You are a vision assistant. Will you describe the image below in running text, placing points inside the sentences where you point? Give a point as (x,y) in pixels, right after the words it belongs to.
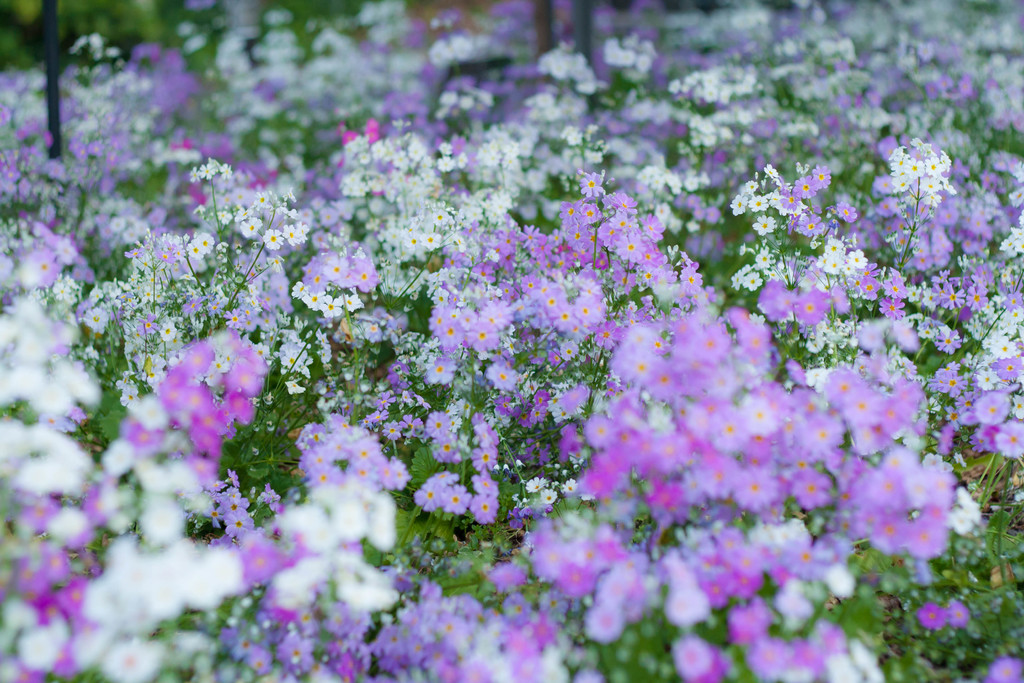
In the picture we can see a group of plants (465,407) with a flowers (265,554) which are white and violet in color.
